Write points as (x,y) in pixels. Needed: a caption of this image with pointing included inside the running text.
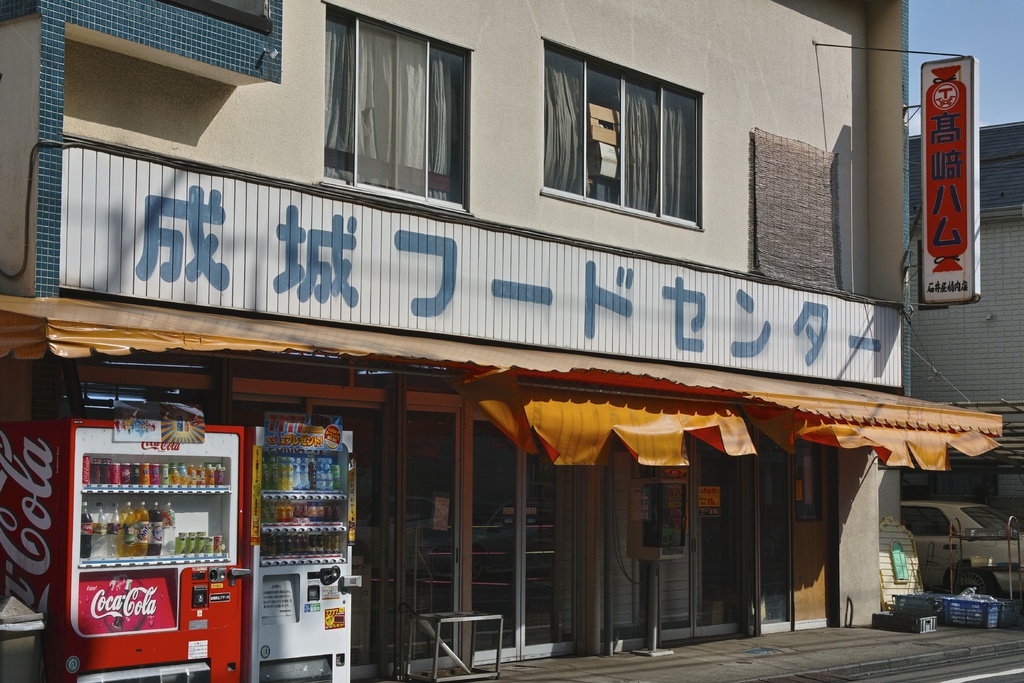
In this image I can see few colorful bottles (275,543) inside the machines (223,563). To the right (897,618) I can see few baskets (917,610) on the ground (881,648). In the background (901,409) I can see the buildings (763,262) with boards (628,288) and windows (646,209) and the sky (924,48).
